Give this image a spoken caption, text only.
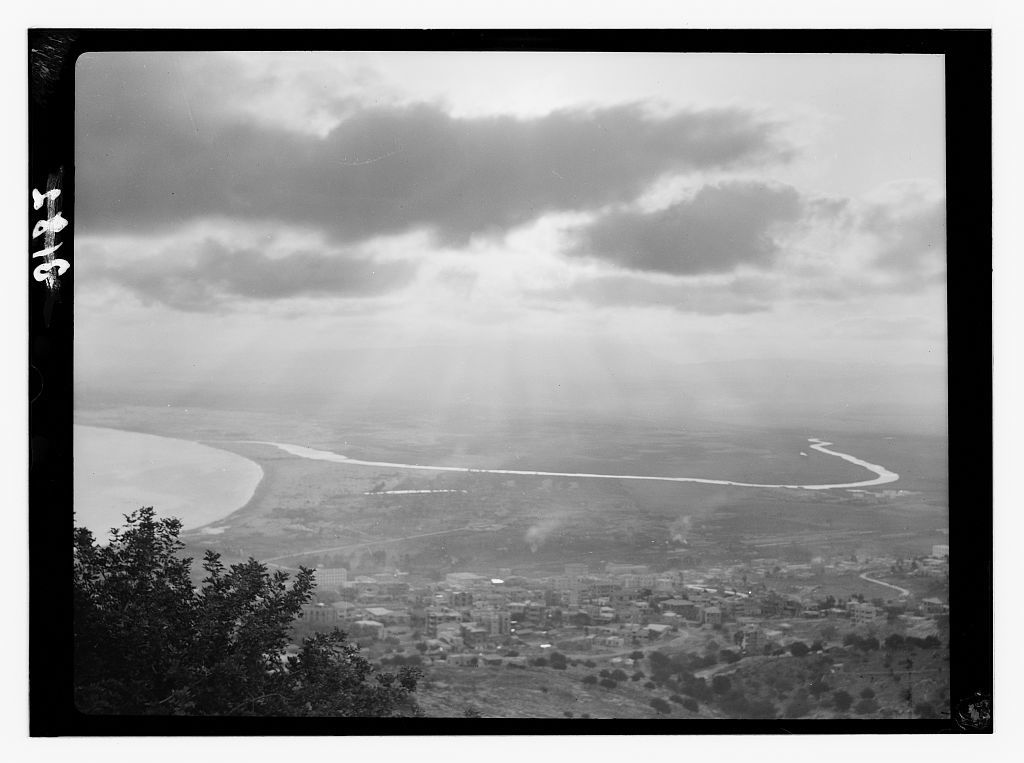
This picture is consists of Monochrome in the image.
